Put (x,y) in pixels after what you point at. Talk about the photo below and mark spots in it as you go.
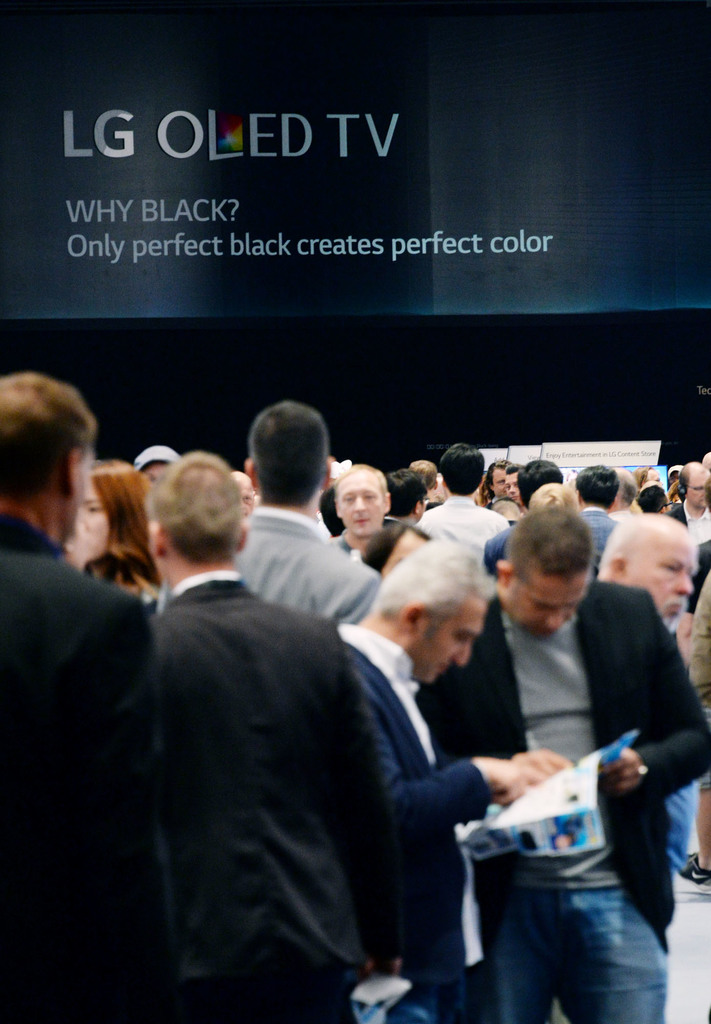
In the center of the image (317,519) a group of people (400,591) are standing. In the background of the image (303,310) a board (401,298) is there. At the bottom right corner (703,984) a floor (701,964) is there.
